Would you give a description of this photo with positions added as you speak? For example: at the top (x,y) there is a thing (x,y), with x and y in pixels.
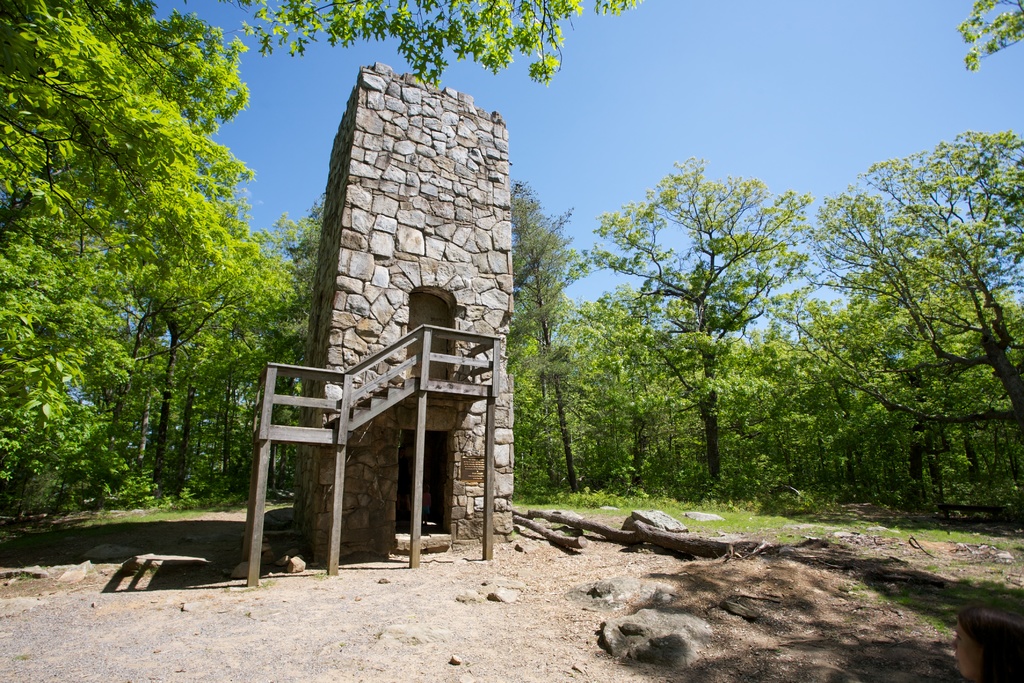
In the center of the image (500,349) there is a stone house (383,335) with staircase (275,394). In the background of the image (251,382) there are trees (162,170) and sky (759,106). At the bottom of the image (440,621) there is ground (274,648).
